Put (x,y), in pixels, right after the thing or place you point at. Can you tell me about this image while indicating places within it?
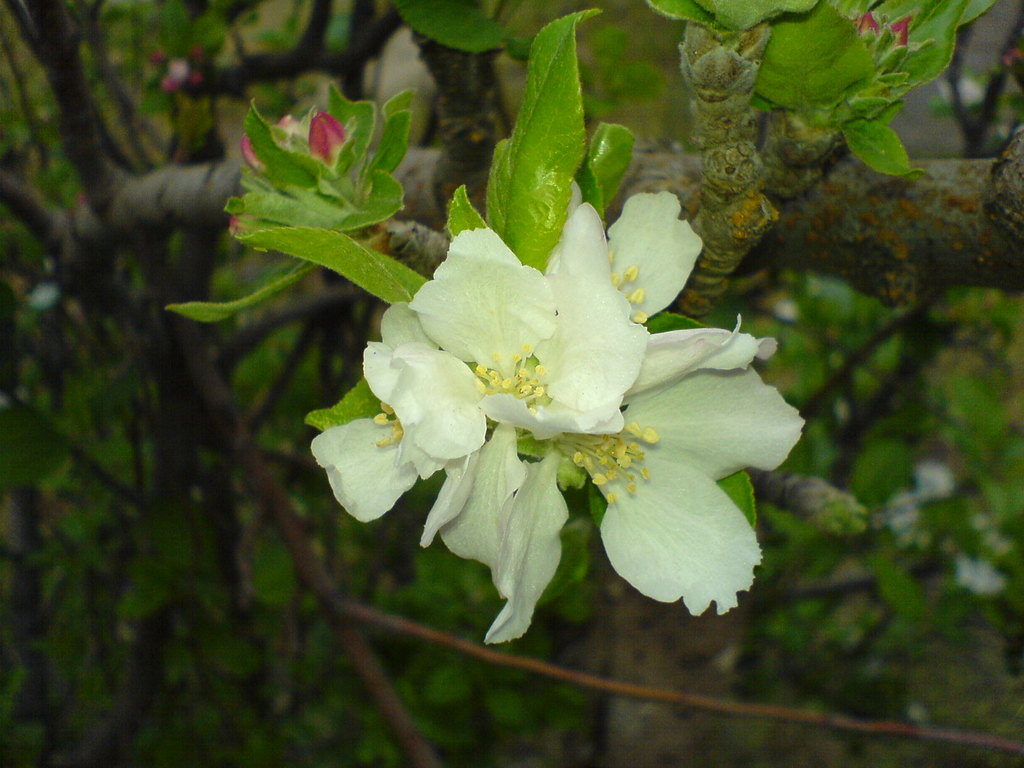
This is the flower (554,481), which is white in color. I can see a flower bud (325,142), leaves (505,142) and branches (878,216).
